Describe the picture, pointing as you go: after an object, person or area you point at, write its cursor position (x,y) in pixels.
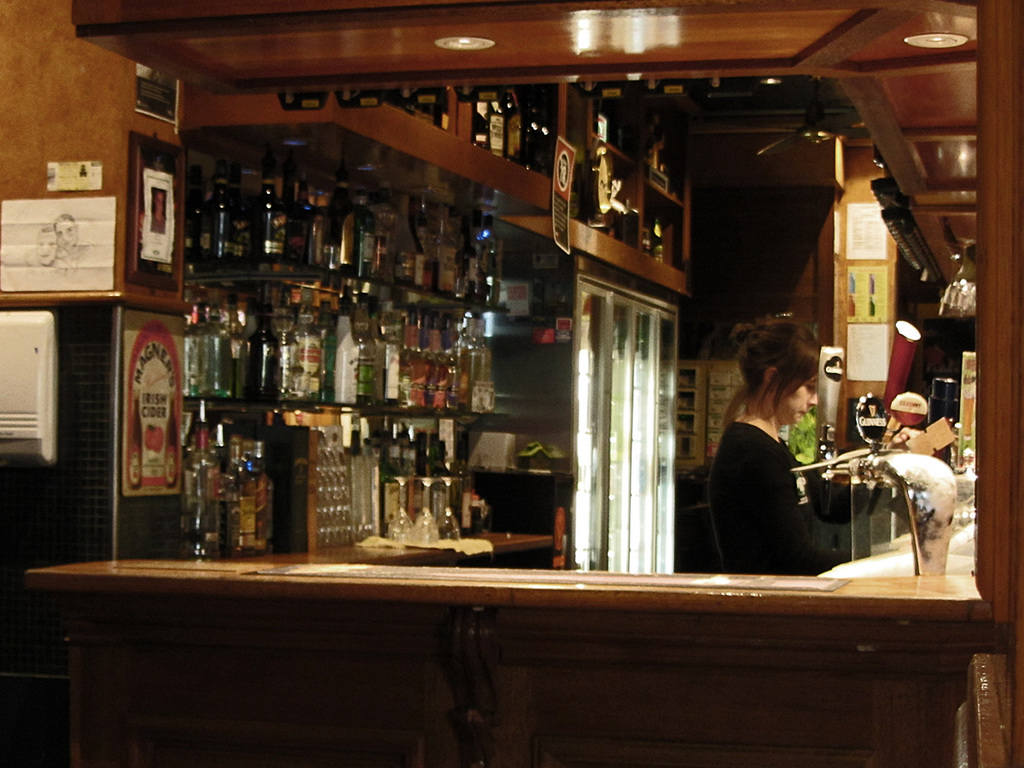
In this image we can see a woman (761,521). We can also see the alcohol bottles (345,350) arranged on the racks (326,361). We can see the lights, counter (947,613) and also an object (36,439) on the left (14,418). We can see a paper (97,197) attached to the wall (118,175). On the left (109,236) we can also see some text papers (87,282). At the top (224,57) we can see the ceiling (805,44) with the lights (922,41).
